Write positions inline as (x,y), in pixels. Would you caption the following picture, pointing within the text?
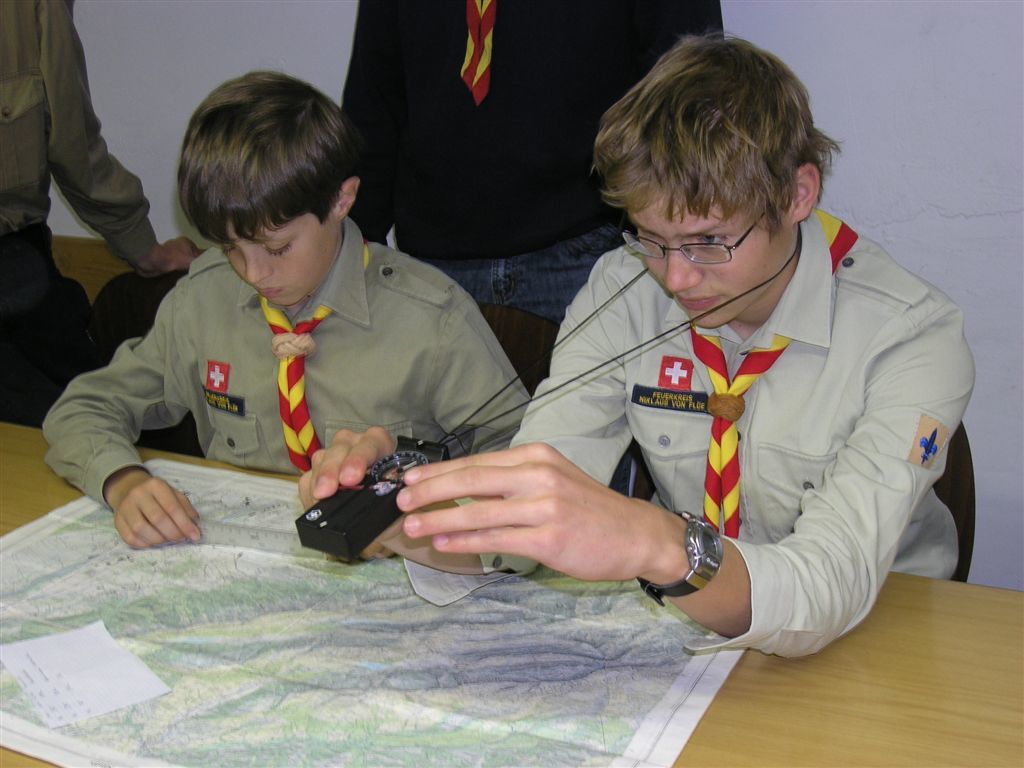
In this image there are two boys (895,339) sitting on the chairs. Before them there is a table (981,609) having papers (433,757). Right side (692,395) there is a boy (681,405) holding an object (325,514). He is wearing spectacles (702,247) and a watch (693,560). Behind them there are two people (392,7) standing. Background (907,51) there is a wall (895,217).
